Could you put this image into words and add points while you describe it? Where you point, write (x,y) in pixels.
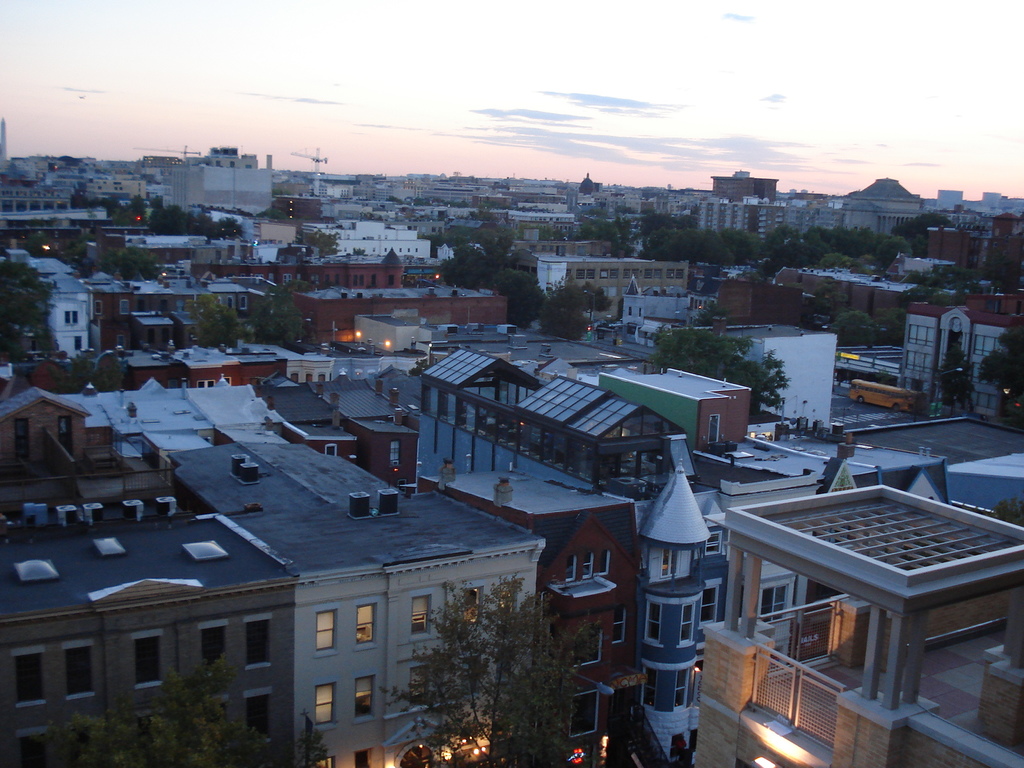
In this image we can see a group of buildings (514,497) with windows (369,640), some lights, poles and a group of trees (999,386). On the right side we can see a bus (863,394) on the road (875,408). On the backside (725,132) we can see the sky (620,113) which looks cloudy.
